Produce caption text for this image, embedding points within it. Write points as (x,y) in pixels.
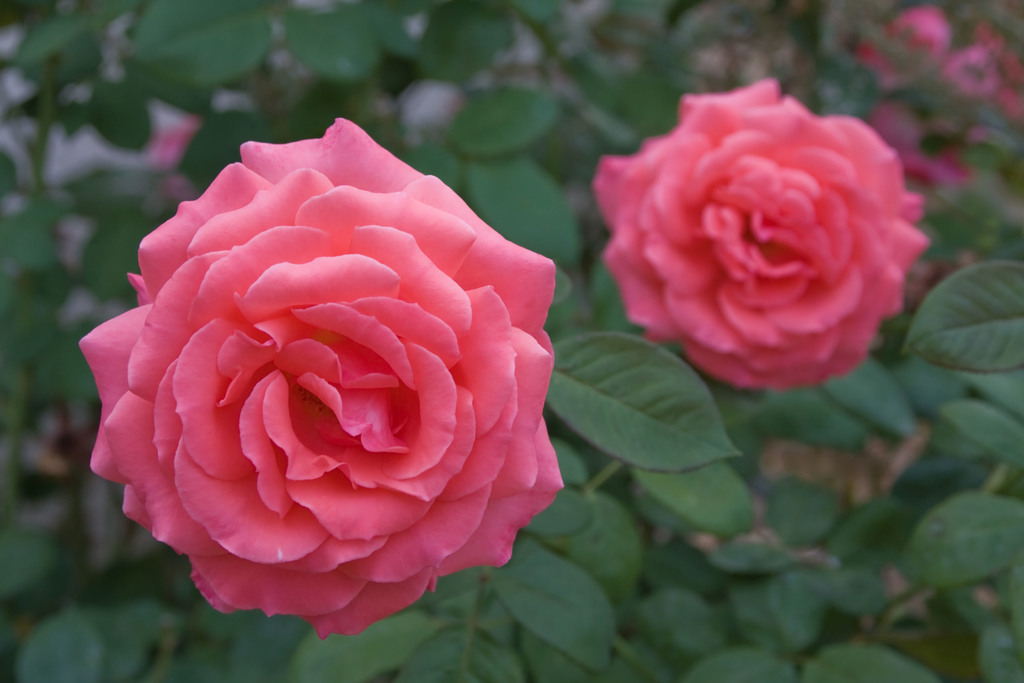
In this we can see flowers (386,242) and leaves (591,376). In the background of the image (959,140) there is a blur background (745,42).
